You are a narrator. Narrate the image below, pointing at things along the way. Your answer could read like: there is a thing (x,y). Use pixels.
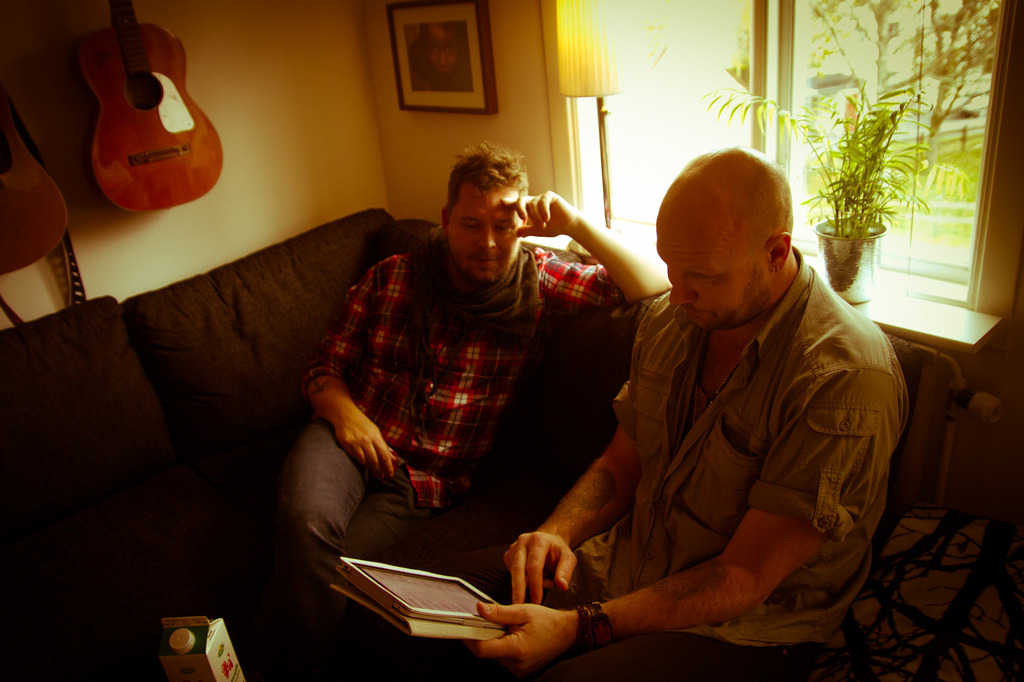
In this image I see 2 men (775,663) sitting on the couch (157,332), I can also see that this men (537,542) is holding an electronic device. In the background (389,192) I see the wall (301,208) and there are 2 guitars (36,249) and a photo frame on it. I can also see few trees (815,40), a plant (846,173) and the lamp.
